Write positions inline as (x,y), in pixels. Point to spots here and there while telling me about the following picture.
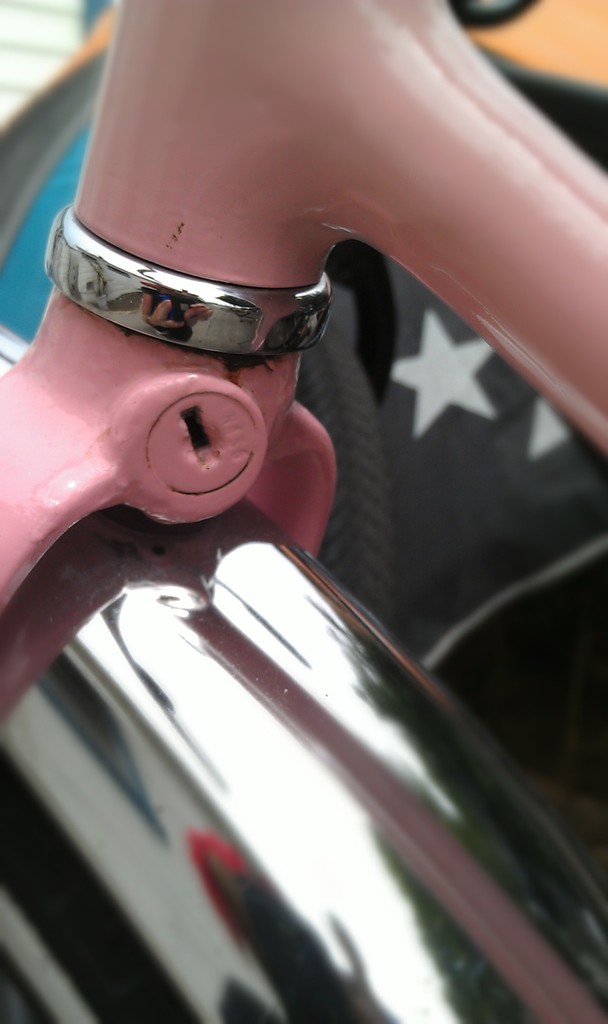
In this picture we can see there are metal objects (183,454) and a key panel (197,426).
